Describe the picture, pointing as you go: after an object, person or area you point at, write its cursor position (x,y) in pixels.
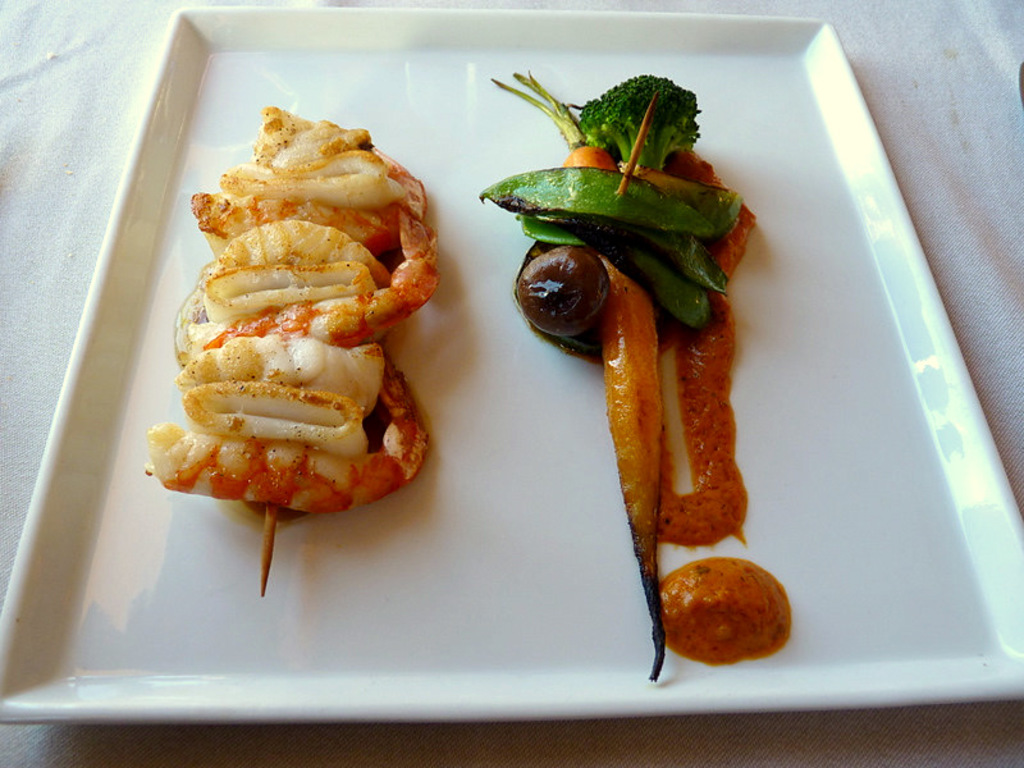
In this picture we can see food (343,307) in the plate (40,508).
